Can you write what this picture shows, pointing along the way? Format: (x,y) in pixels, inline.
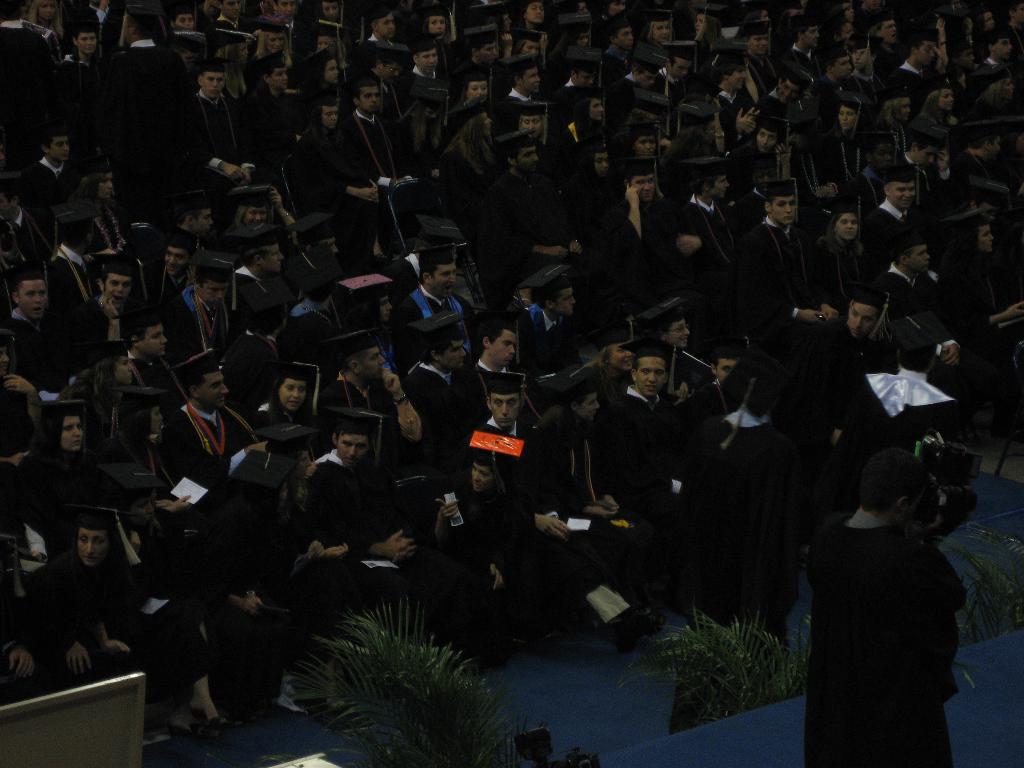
In this image, we can see a crowd of people (529,328). We can see the ground (567,656). We can see some plants (716,638). We can see a white colored object (136,680) on the left (79,709).
